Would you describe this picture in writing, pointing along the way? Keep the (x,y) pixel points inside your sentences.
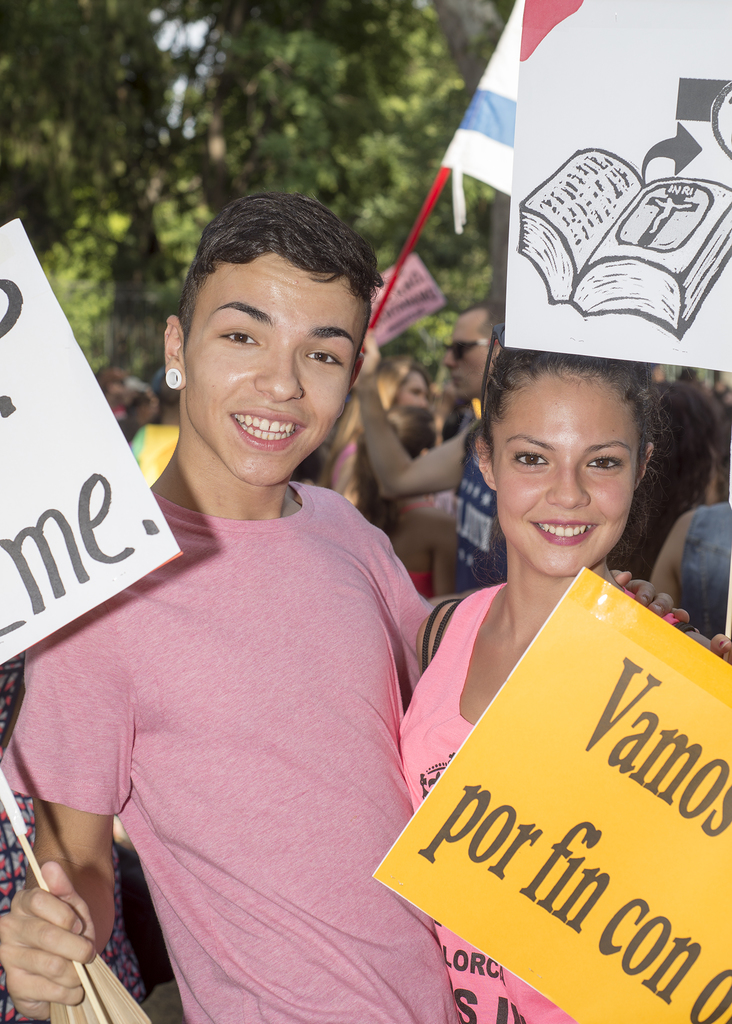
In this picture I can observe man (243,662) and woman (551,490) holding white and yellow color boards (81,492) in their hands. In the background (399,510) I can observe some people (722,581) and trees (272,148).
